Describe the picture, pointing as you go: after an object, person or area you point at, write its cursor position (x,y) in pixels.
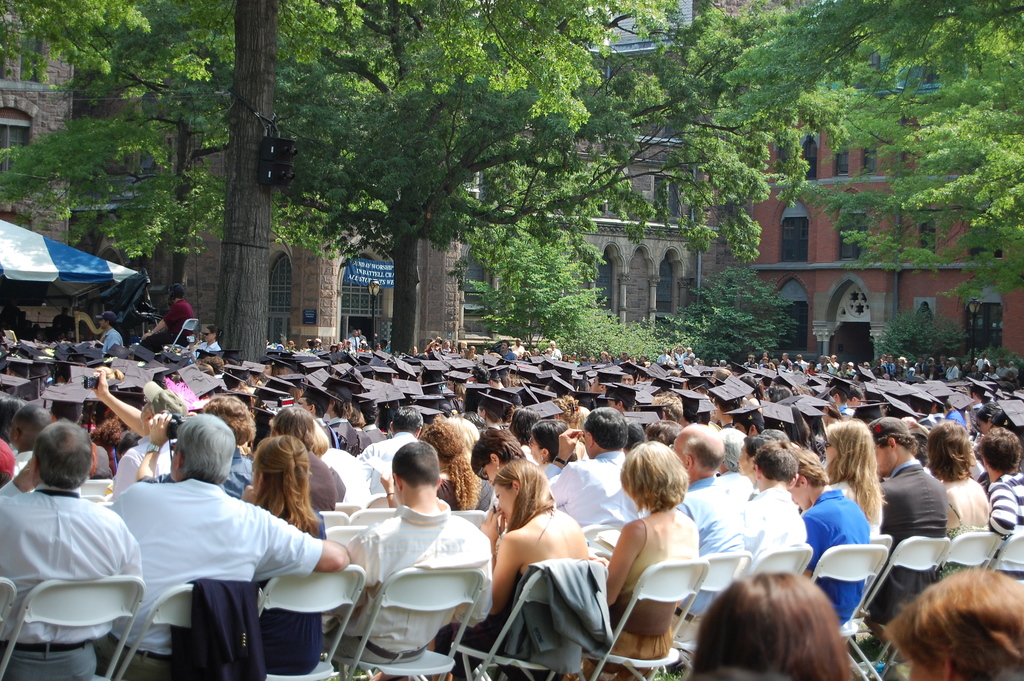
This picture shows a group of people (428,377) seated on the chairs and we see couple of buildings (854,284) and few trees (543,8) around.
